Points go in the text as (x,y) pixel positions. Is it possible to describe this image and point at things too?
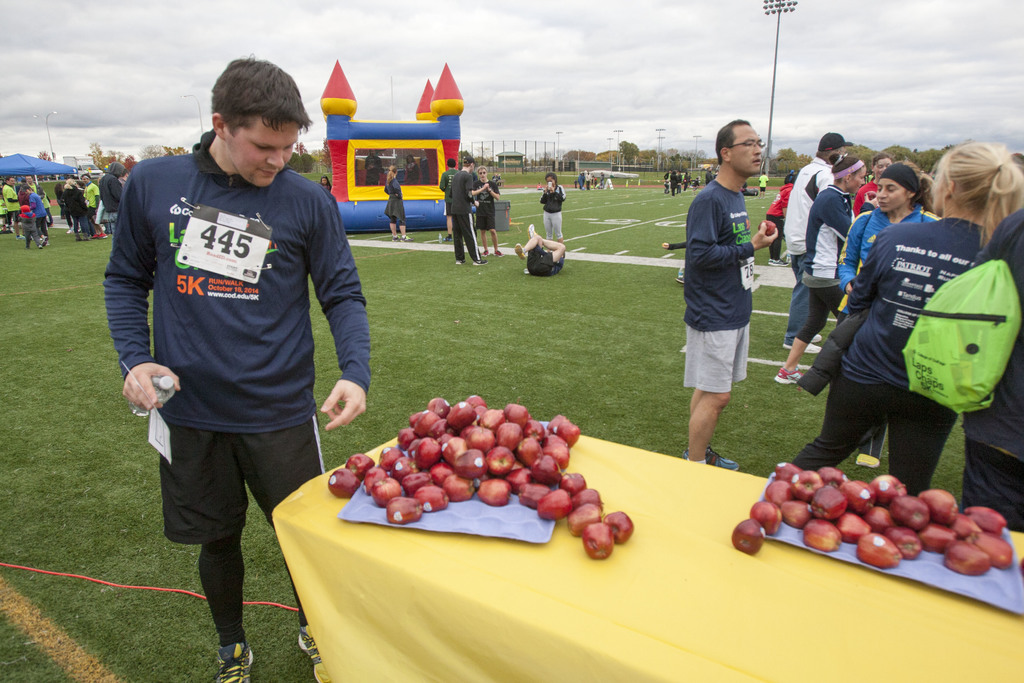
This picture is clicked outside. On the right (763,632) there is a table (422,589) on the top of which many number of apples (419,450) are placed with the trays (461,526). On the left (256,235) there is a person (228,187) wearing blue color t-shirt (274,204), holding a bottle (165,401) and standing on the ground (756,330). On the right corner (844,252) we can see the group of people (842,242) standing on the ground (407,261). In the center (461,281) we can see the green grass (459,268), inflatable castle (431,86), umbrella (48,164) and group of persons (665,184). In the background (648,58) there is sky (627,84), trees (586,157), poles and some other objects (608,177).
